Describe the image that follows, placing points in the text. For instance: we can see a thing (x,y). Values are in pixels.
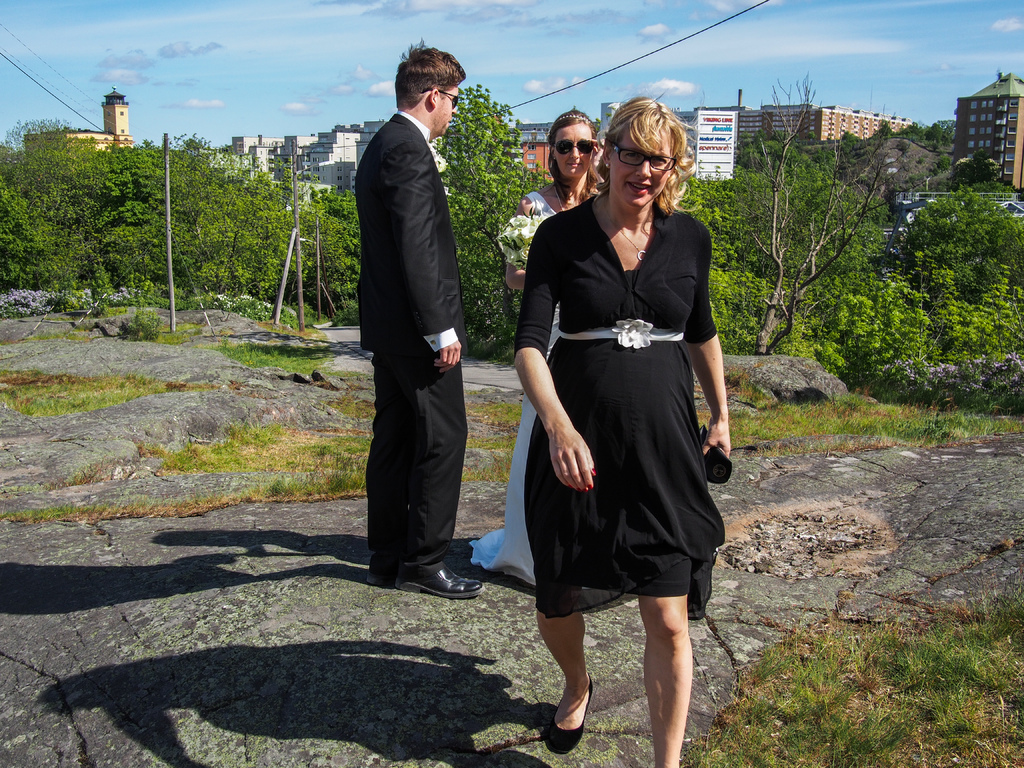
In this image, in the middle (665,427) there is a woman (665,427), she is walking, behind her there is a woman (555,159), she is holding a bouquet (517,234). On the left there is a man (434,229), he is standing. In the background (1023,224) there are trees (980,243), buildings (542,150), cables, sticks (325,278), grass (286,350), posters (700,161), sky (479,76) and clouds (106,65).
